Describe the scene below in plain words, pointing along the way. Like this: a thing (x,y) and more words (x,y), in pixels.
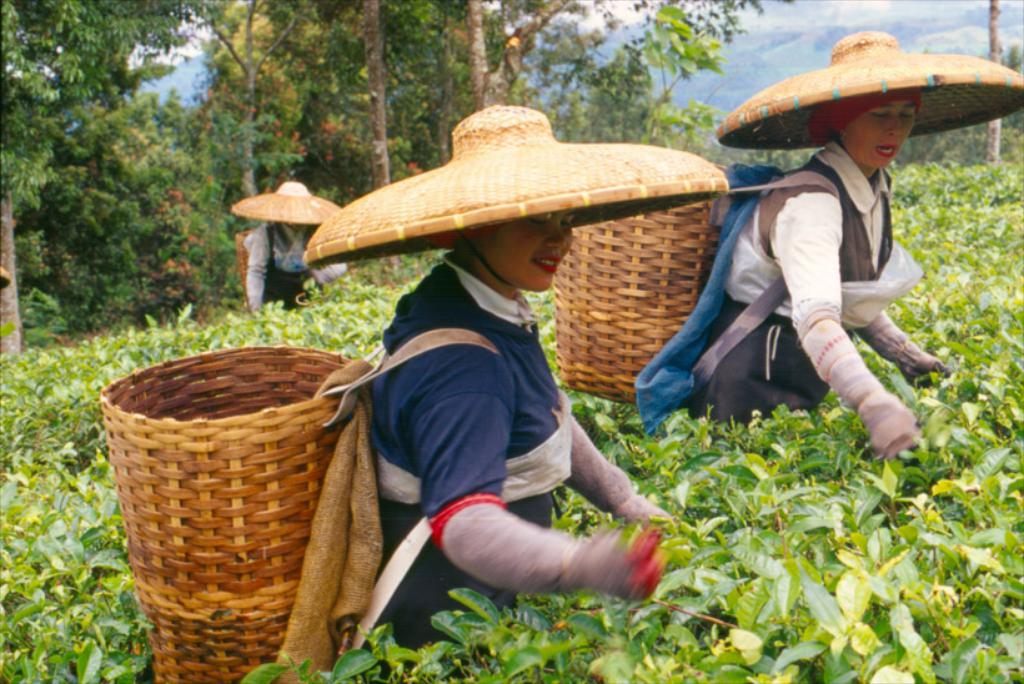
In this image, we can see people (739,282) wearing hats (407,241) and are carrying baskets (266,458) and bags (339,520). At the bottom (735,606), there are plants (727,541) and in the background (417,57), there are trees (582,75) and we can see a pole (996,52). At the top (823,23), there are clouds (792,11) in the sky (896,10).
